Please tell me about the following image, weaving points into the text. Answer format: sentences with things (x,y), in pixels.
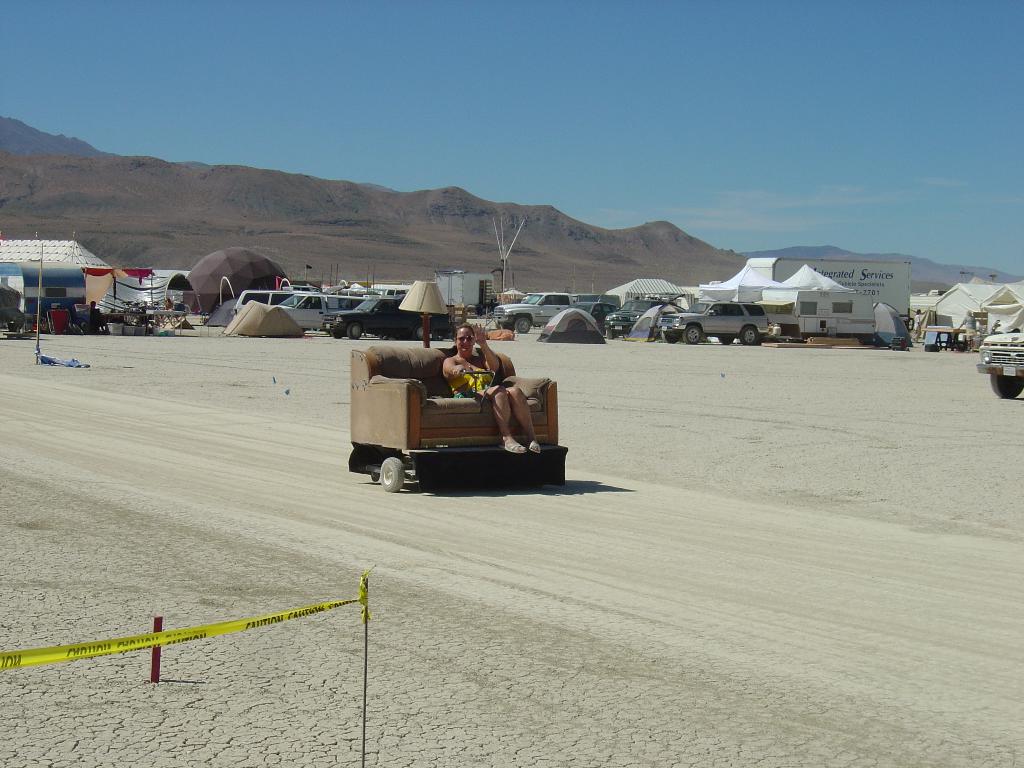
As we can see in the image there are vehicles (520,305), tents (236,301), a woman (450,358) sitting on sofa (440,393), lamp (443,309), hills (428,273) and sky (518,112).
